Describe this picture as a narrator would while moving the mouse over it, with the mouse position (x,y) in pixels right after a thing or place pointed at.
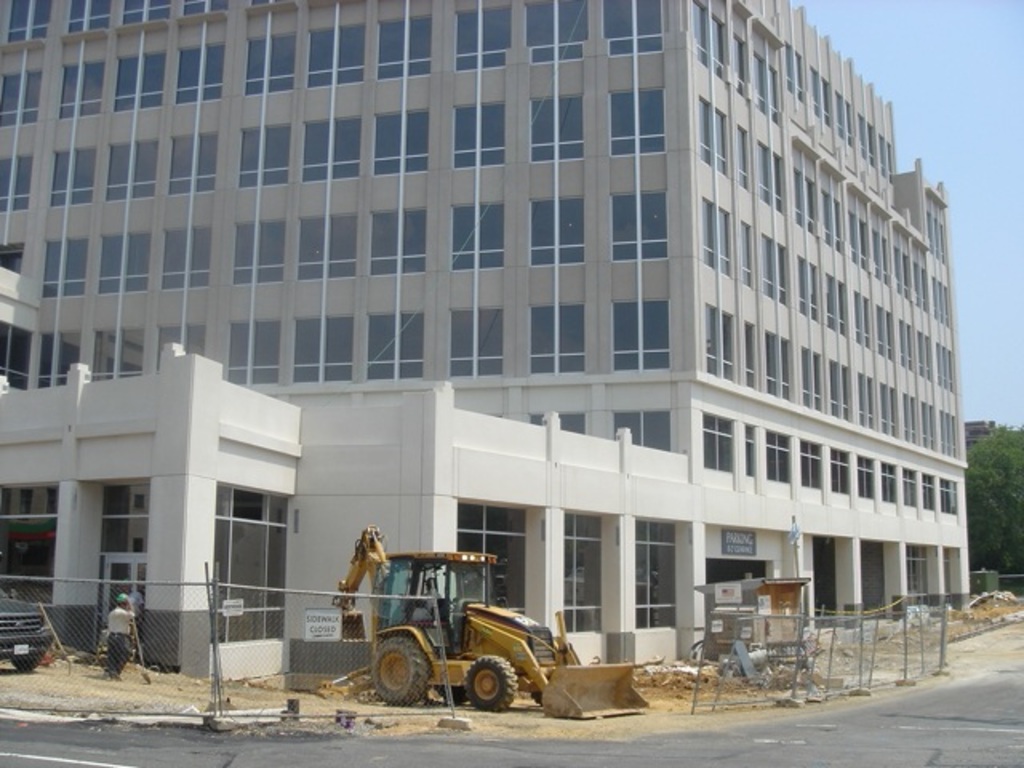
This picture is clicked outside. In the center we can see a vehicle (487,627) and we can see a person (130,617) and we can see the metal rods (845,622) and many other objects (769,659) are lying on the ground (93,686). In the left corner (19,627) we can see a vehicle (0,620). In the background (401,434) we can see the buildings (452,396), trees (998,471) and the sky (928,74) and we can see some other items (768,595).
